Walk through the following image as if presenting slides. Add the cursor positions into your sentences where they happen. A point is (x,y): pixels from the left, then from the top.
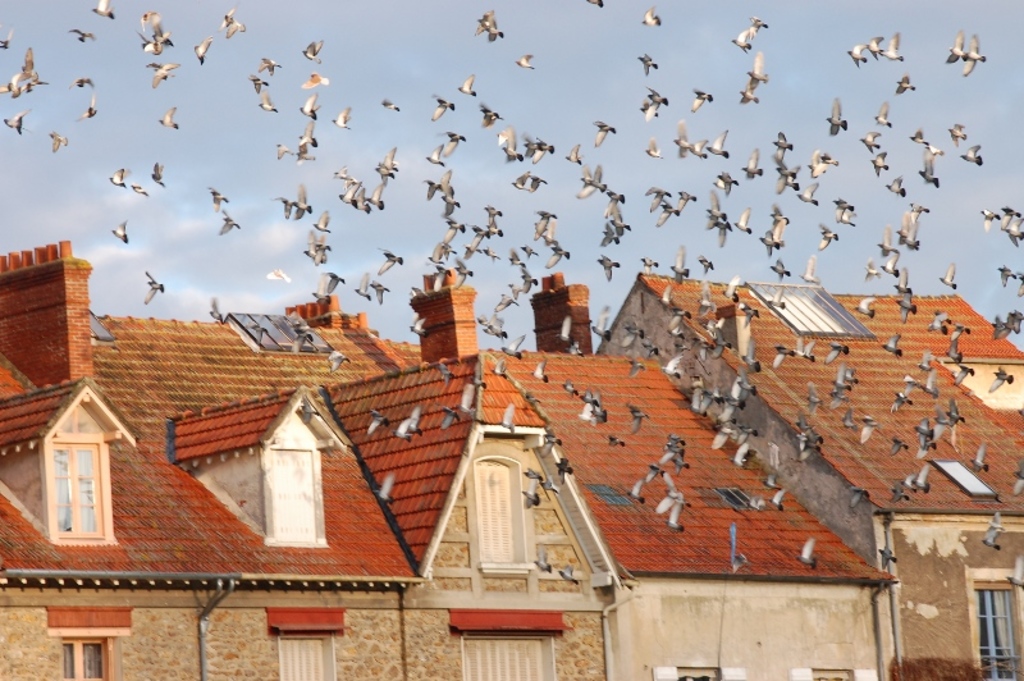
In this image, there are a few houses (654,306), birds (723,181). We can also see the sky (702,26).
